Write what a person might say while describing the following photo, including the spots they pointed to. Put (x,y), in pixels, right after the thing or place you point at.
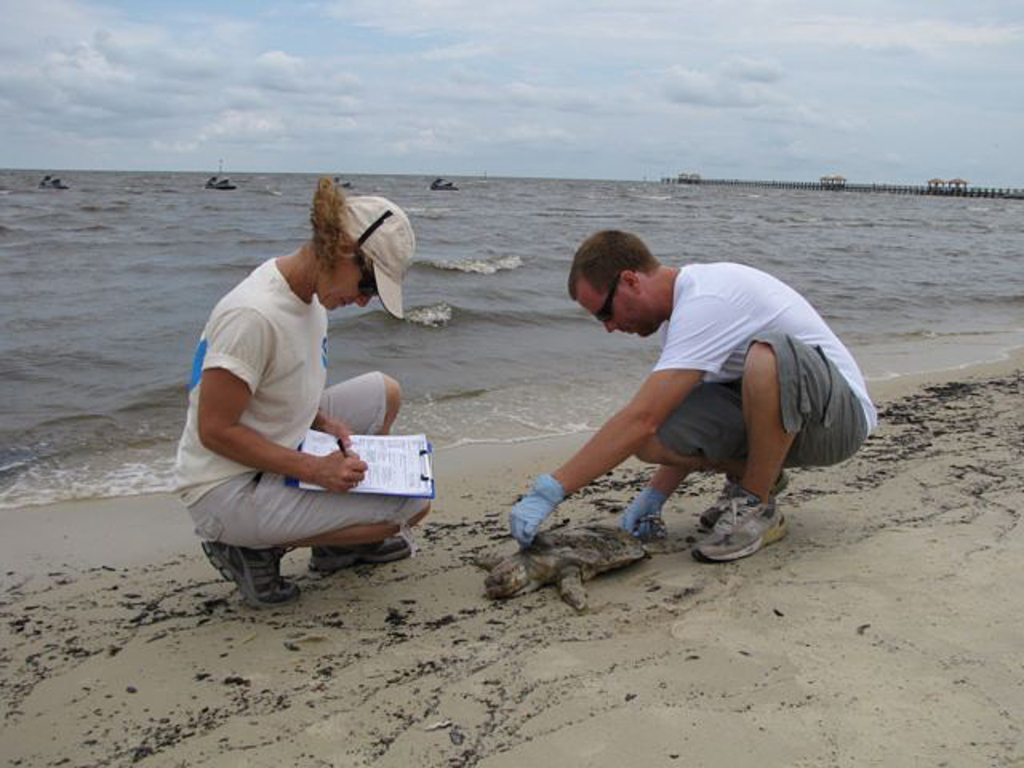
In this image, we can see two people (368,513) are wearing glasses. Here a person (338,474) is holding a pad (379,482) with papers (326,454). Background (508,294) we can see the sea (515,265). Top of the image (552,113), there is a sky (363,114).
